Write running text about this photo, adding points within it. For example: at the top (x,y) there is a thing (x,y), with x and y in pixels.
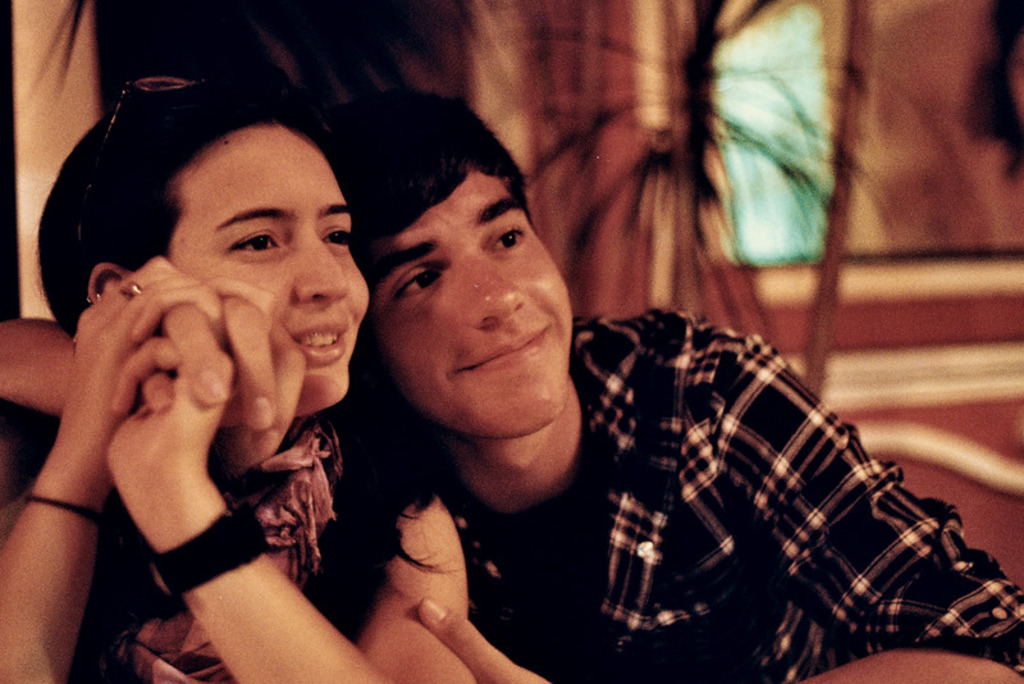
In this image I can see two people (473,541) smiling and wearing different color dresses (610,356). Background (744,190) is in brown, white and black color and it is blurred.
